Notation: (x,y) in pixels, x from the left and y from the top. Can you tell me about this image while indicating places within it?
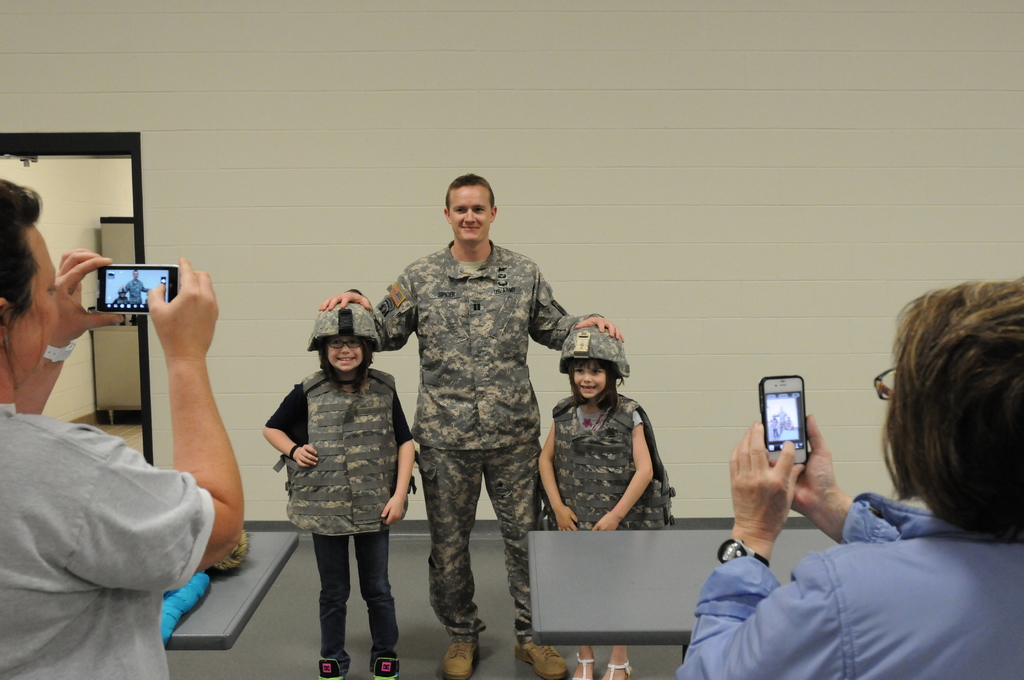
This picture describes about group of people (436,398), they are all standing, and few people (24,295) holding mobile phones (799,421).
